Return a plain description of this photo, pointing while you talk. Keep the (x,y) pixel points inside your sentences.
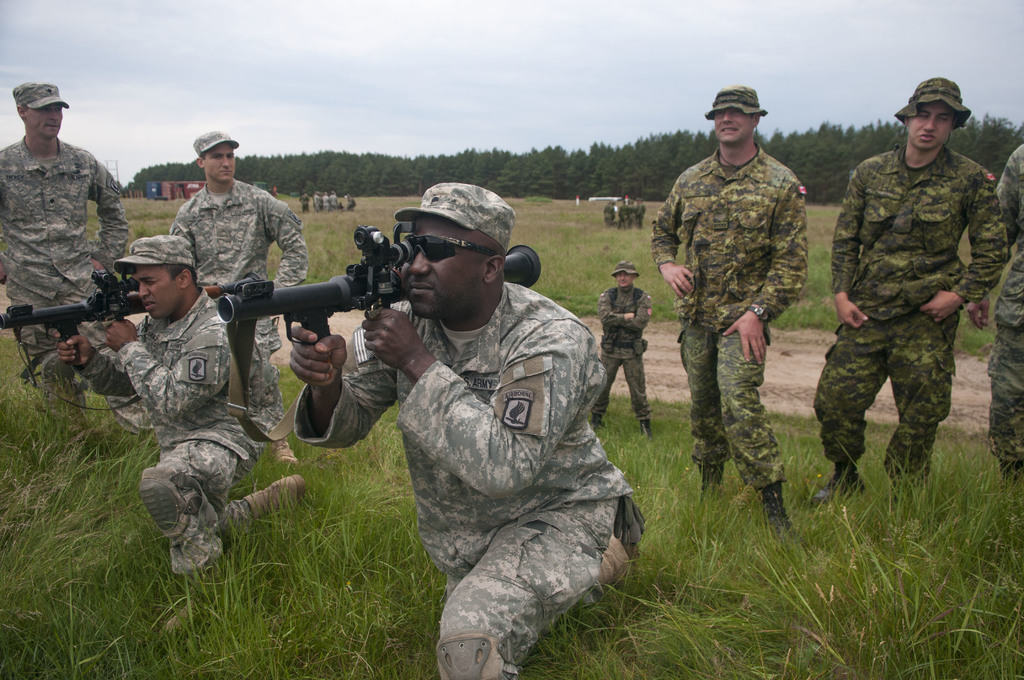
There are people (770,219) in the center of the image (471,320), some are holding guns (388,284) in their hands (379,321) and standing on the grassland (598,234). There are people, grassland (529,199), trees (545,175), it seems like containers (196,191) and sky (435,138) in the background area (496,147).
